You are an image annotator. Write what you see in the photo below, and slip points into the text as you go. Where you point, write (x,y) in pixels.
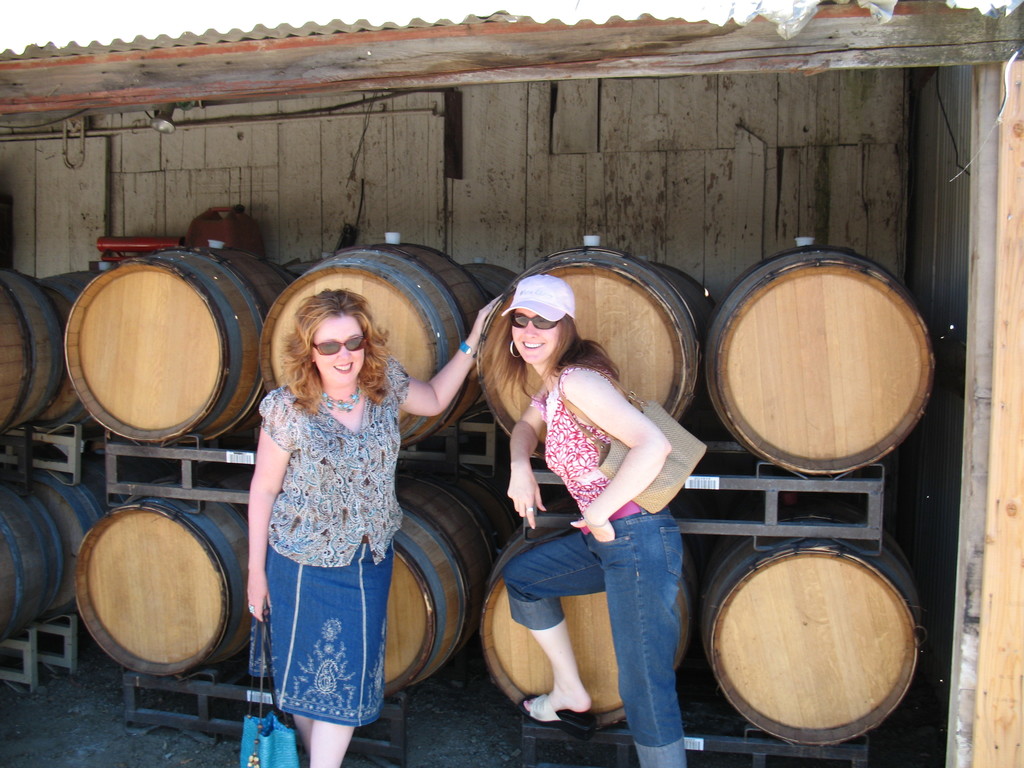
Here in this picture we can see two women (566,445) standing over a place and both of them are smiling and wearing goggles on them and carrying hand bags (687,440) with them and the woman (641,437) on the right side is wearing a cap (542,315) on her and behind them we can see barrels (160,303) present in the stands (881,464) over there and above them we can see a roof (237,36) covered over there.
